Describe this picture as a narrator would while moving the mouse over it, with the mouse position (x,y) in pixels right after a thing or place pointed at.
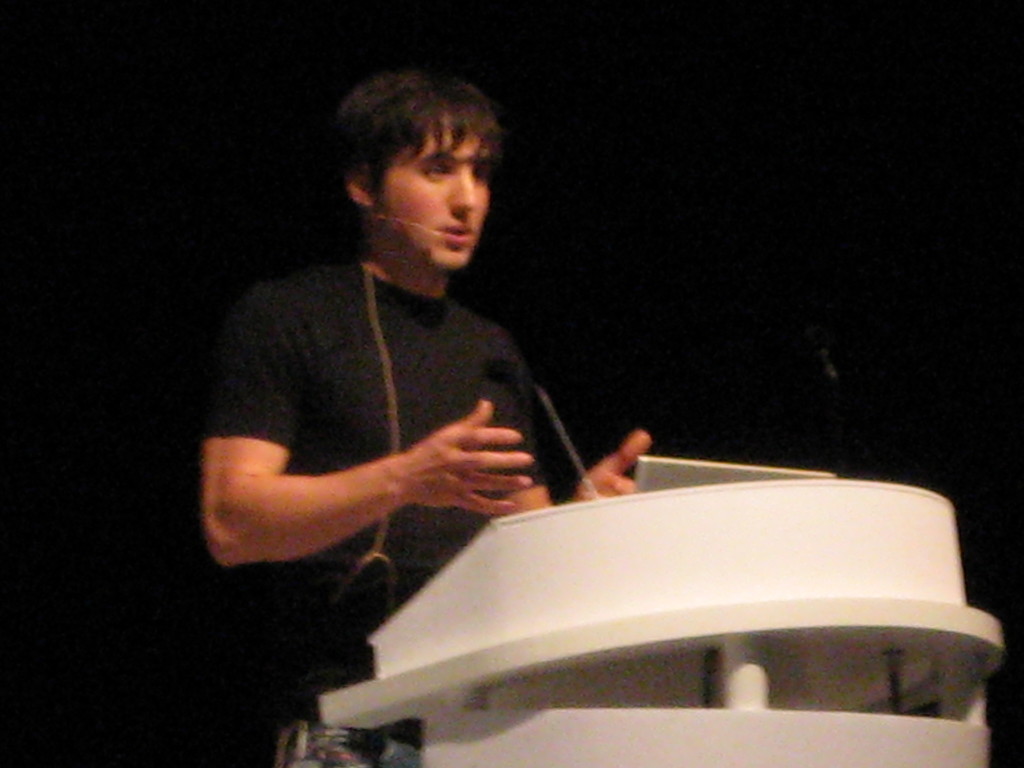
In this picture we can see a person (353,457) standing in front of the podium (600,738). We can see a microphone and a laptop (668,487) on this podium (683,493). Background (784,458) is black in color.
